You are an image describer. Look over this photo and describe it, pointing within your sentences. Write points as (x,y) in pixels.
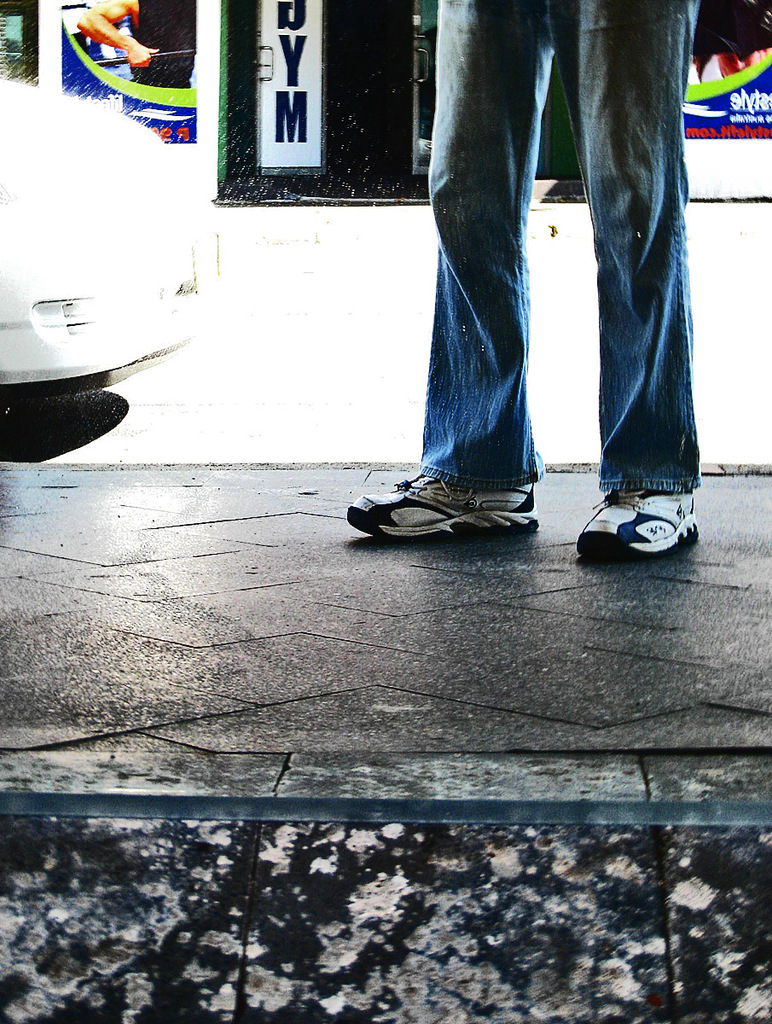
In the center of this picture (488,432) we can see the legs (463,373) of a person (420,513) standing on the floor (323,639). In the background (270,15) we can see the text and some pictures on the banners (319,145) attached to the wall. On the left corner (52,186) we can see an object (68,274) seems to be a vehicle (94,228).
